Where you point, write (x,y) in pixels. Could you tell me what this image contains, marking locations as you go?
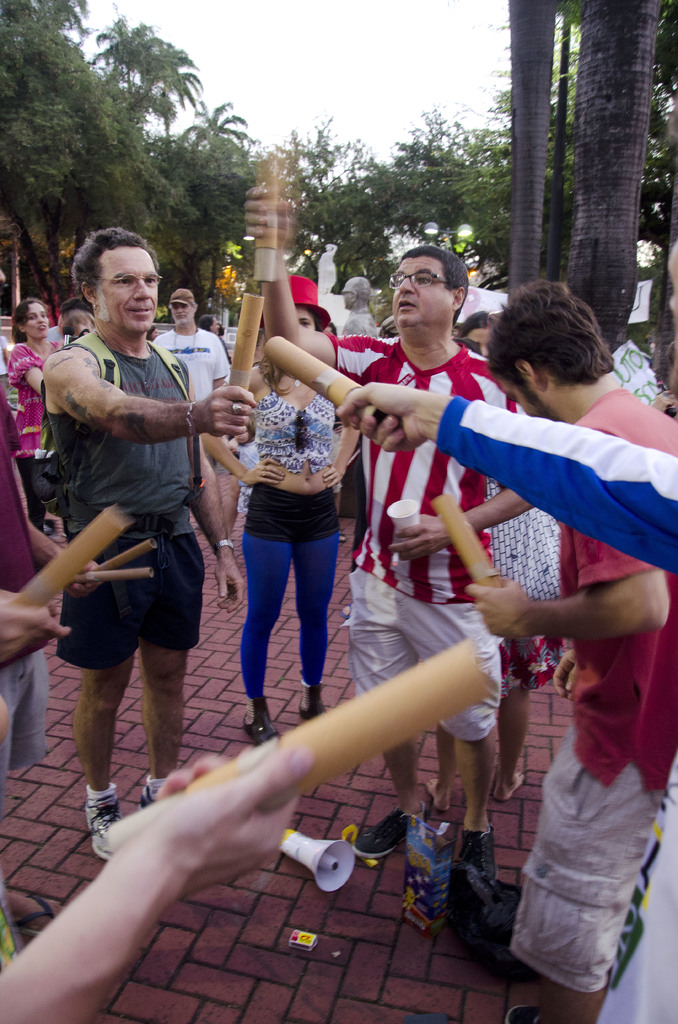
In this image I can see a group of people (318,572) holding something in their hands (297,764). I can see some objects (304,932) on the ground (324,946). In the background (346,231), I can see the trees (375,276) and the sky (364,78).
